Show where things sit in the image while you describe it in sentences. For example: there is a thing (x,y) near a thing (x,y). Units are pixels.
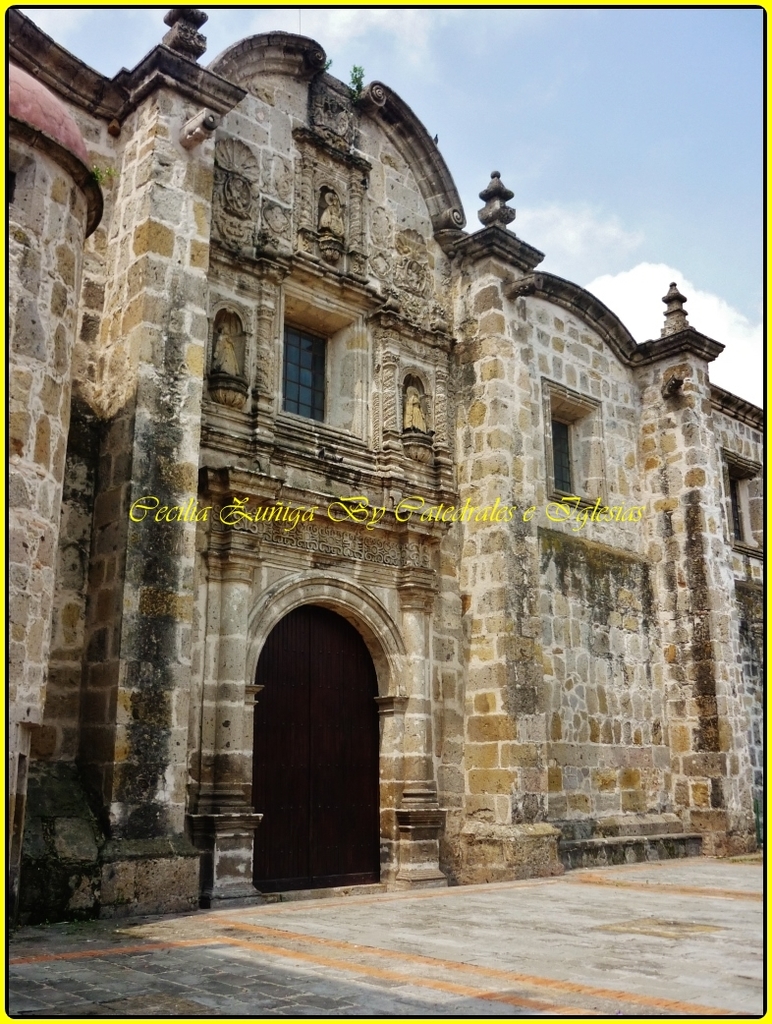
In this picture it looks like a monument (372,634), I can see the text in the middle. At the top (597,82) there is the sky (675,79).
